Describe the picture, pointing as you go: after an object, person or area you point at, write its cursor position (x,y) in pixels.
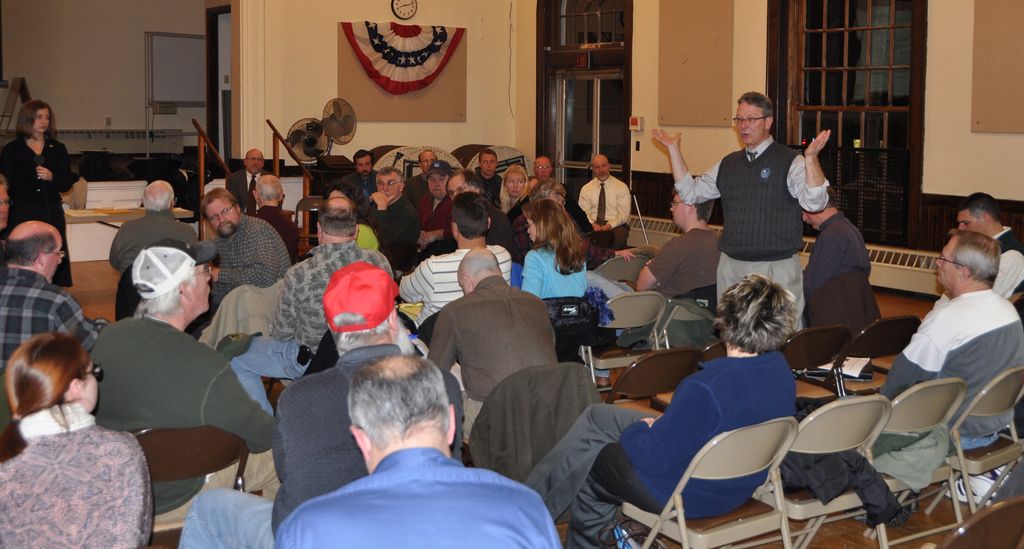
In this image we can see many people (457,282) are sitting on the chairs (628,275). There are table fans (330,104), clock (398,16) on wall (479,94) and glass windows (801,103) in the background (845,72).
